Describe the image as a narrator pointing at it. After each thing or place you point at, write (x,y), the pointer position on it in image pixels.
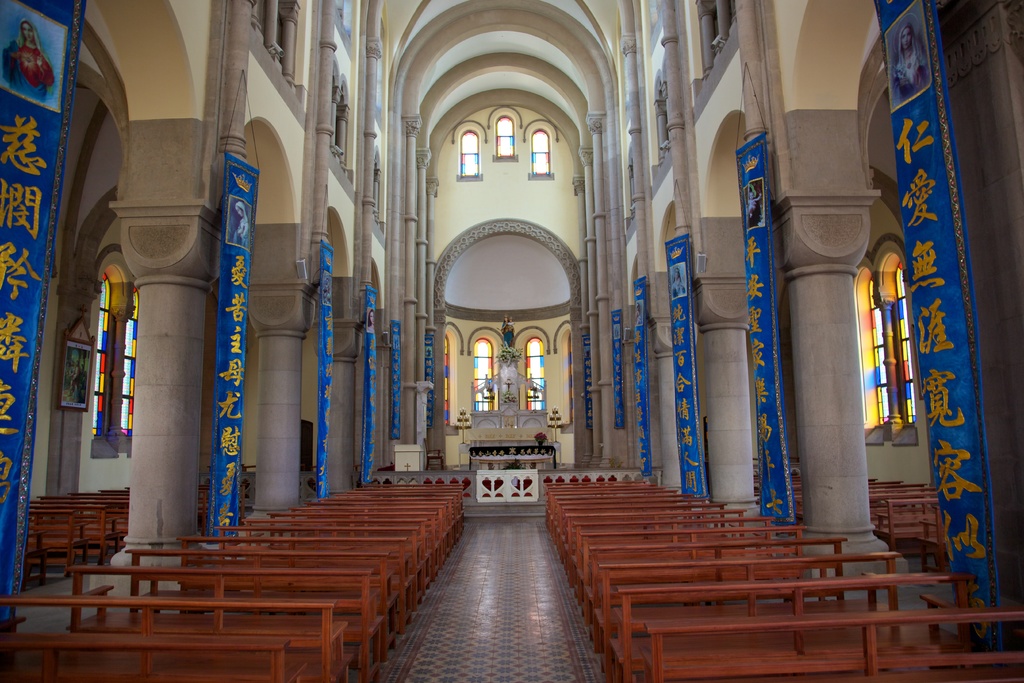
In the picture we can see an interior (504,402) of the church building (102,323) with two rows (8,652) of benches (25,599) and in the background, we can see a statue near it, we can see flower decorations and besides we can see some pillars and on the floor (535,629) we can see tiles (492,619).
